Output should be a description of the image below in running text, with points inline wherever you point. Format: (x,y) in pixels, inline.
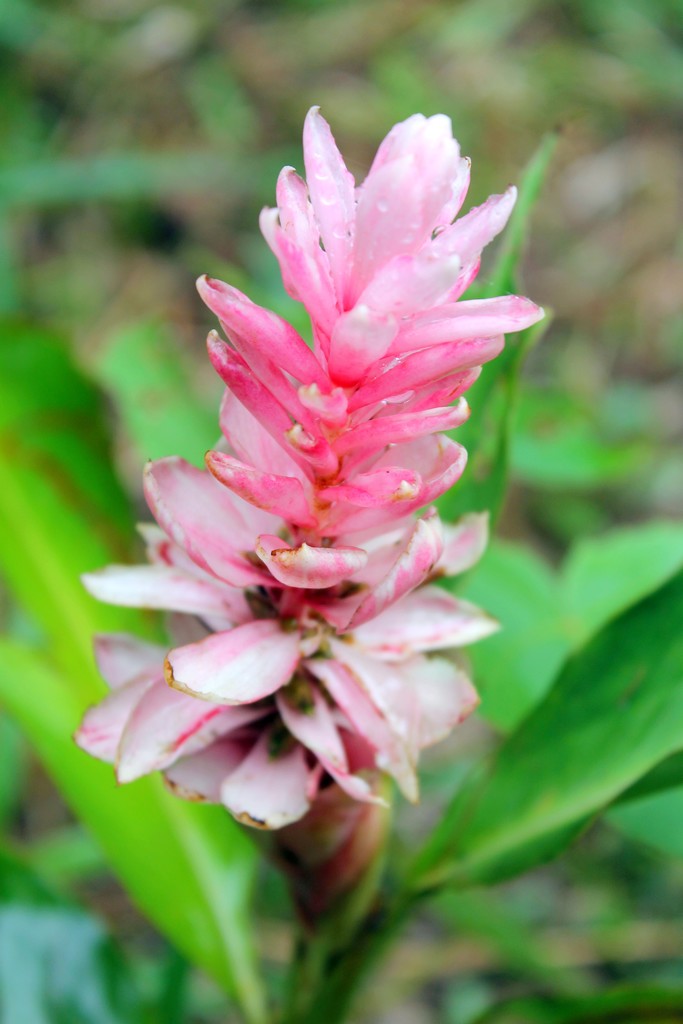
In this image I can see flower (271,461) in pink color and the background (156,243) is in green color.
